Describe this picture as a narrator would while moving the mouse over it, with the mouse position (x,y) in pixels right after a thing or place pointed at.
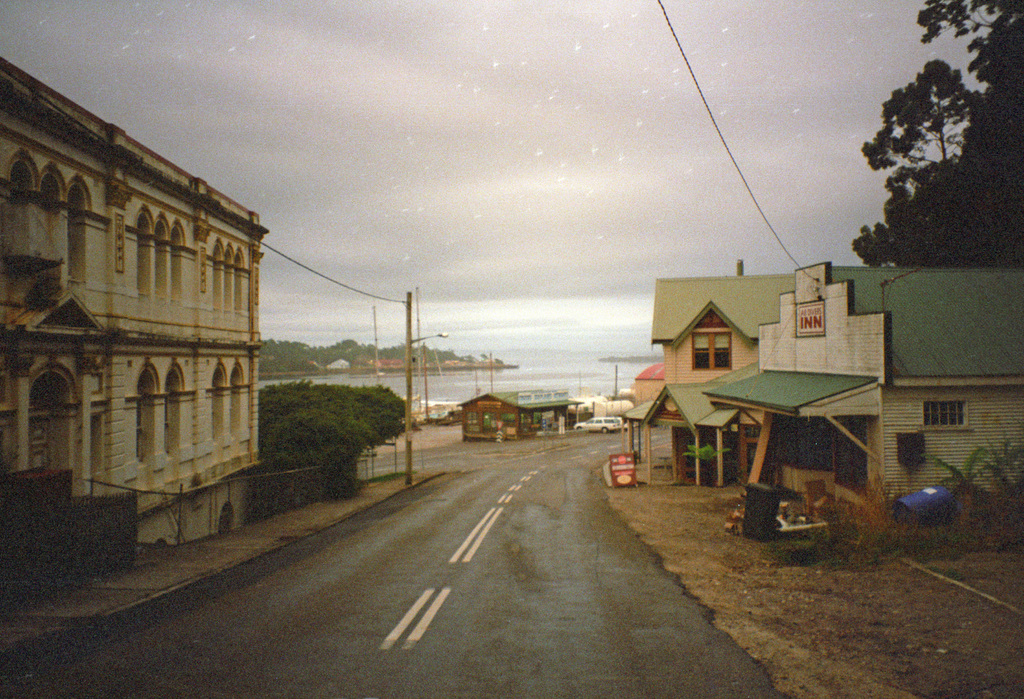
In this picture we can see houses (194,431), electric poles (409,359) with cables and a road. On the right side of the houses (804,336) there are trees (921,265) and behind the houses (518,406) there is a vehicle (604,429), water (461,378) and the sky (542,190).
